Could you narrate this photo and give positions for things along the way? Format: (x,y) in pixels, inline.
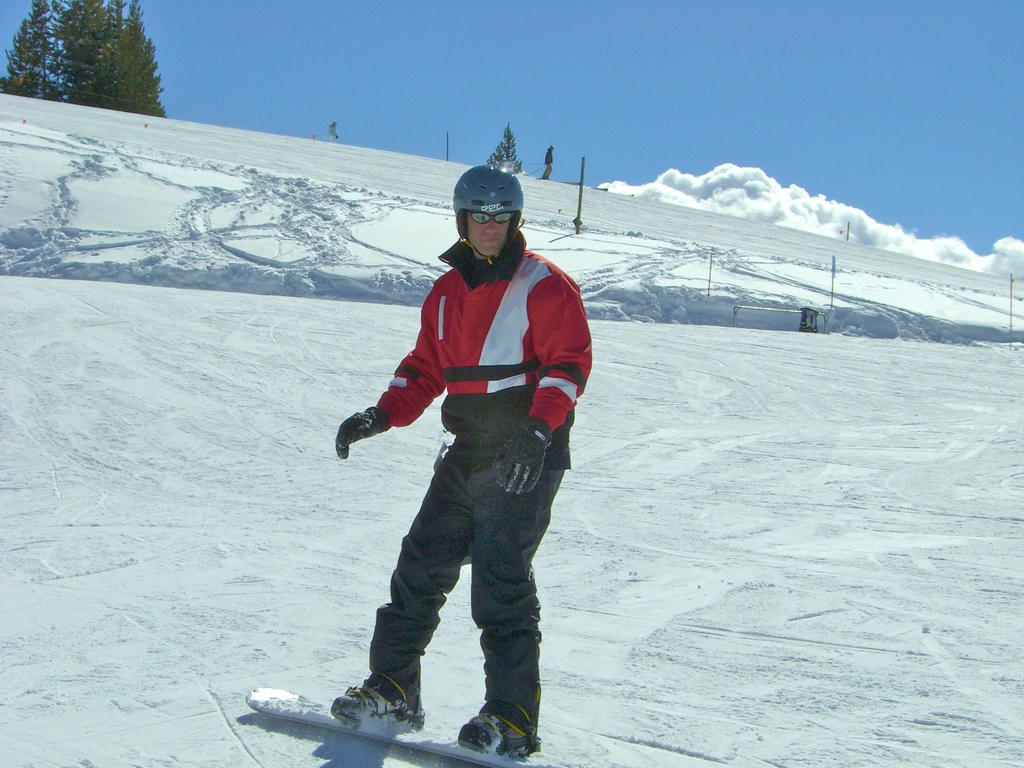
In the image we can see a man (526,416) wearing clothes (479,340), gloves (351,427), goggles (500,219), helmet (492,205) and shoes (481,725). The man (473,735) is standing on the snow (473,690) snowboarding, everywhere there is a snow (381,187) white in color. There is a tree (96,40) and a sky (606,115).
